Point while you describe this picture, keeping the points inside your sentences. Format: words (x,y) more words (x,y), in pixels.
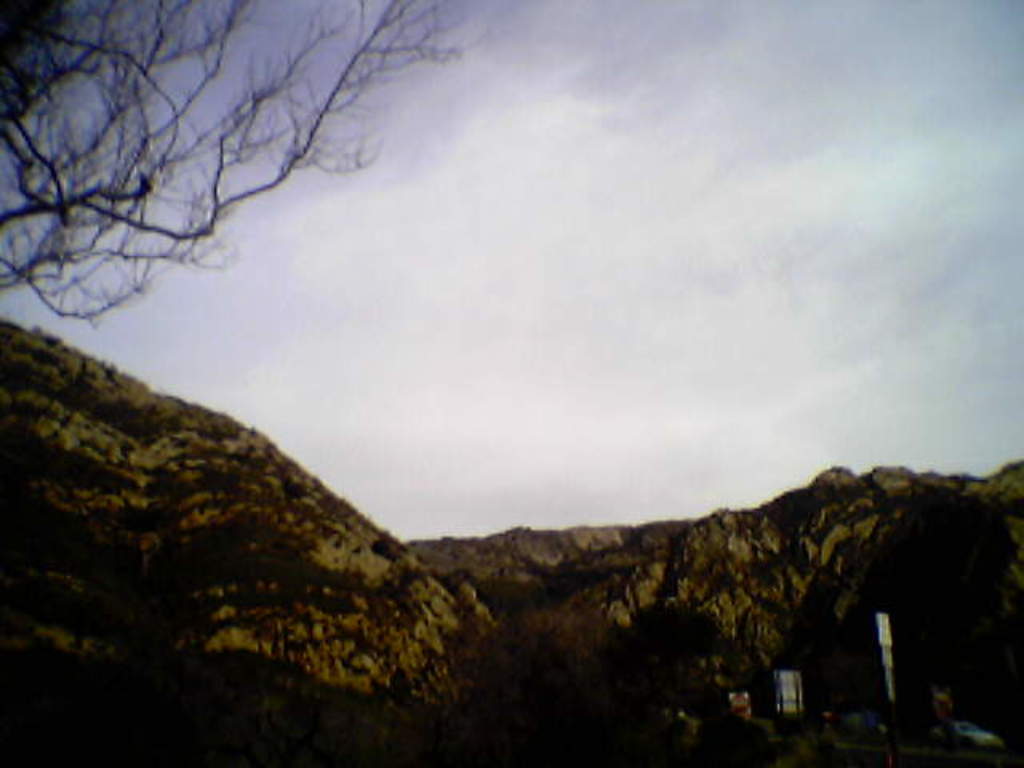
In the center of the image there are hills (773,596). On the left (174,243) we can see a tree (145,231). In the background (574,316) there is sky (555,312).
